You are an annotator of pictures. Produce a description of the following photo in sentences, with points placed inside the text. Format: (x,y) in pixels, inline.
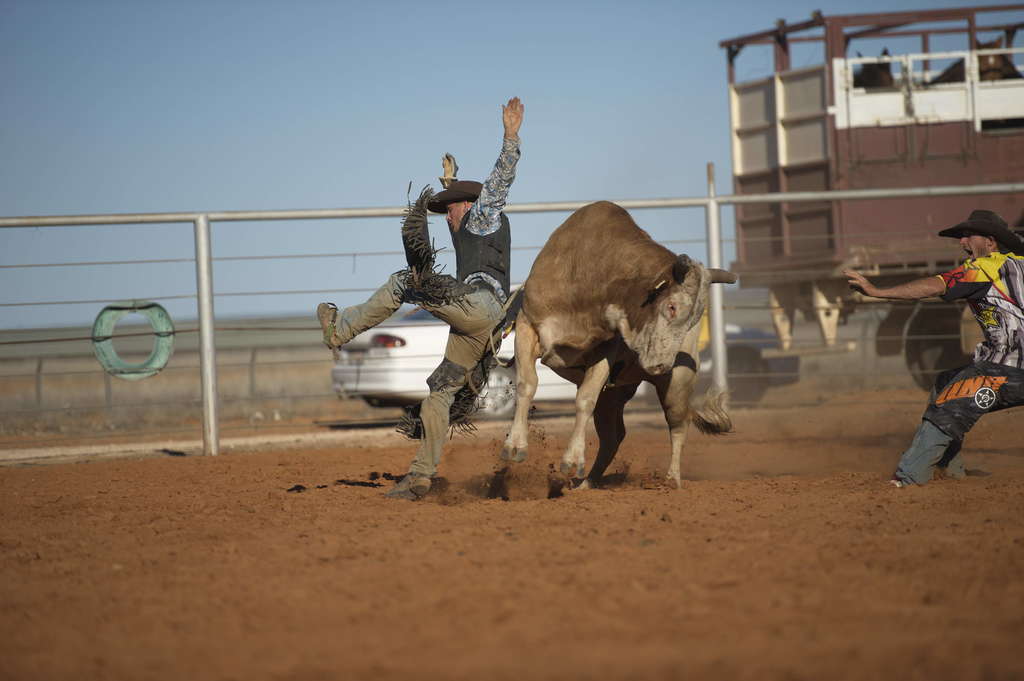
In this image, we can see an animal (614,227) in between two persons (496,310). There are vehicles (365,351) beside the fencing (794,195). In the background of the image (263,62), there is a sky (270,87).
